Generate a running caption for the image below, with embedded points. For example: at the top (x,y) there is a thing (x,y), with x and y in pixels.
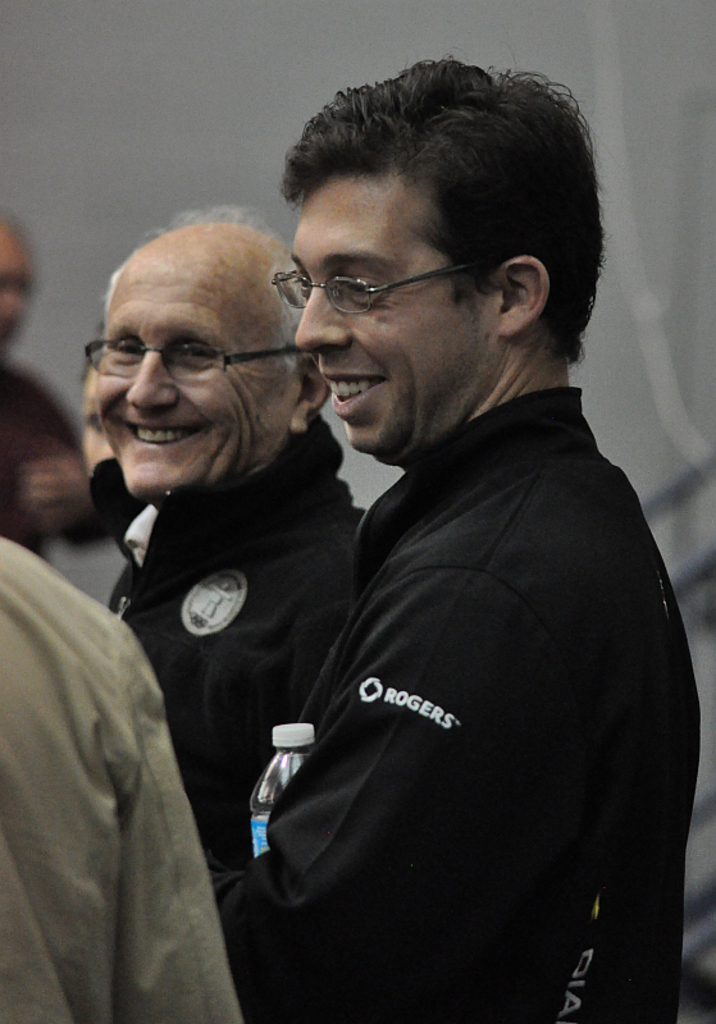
In this picture I can see two persons (379,524) in the middle (293,636). They are wearing black color coats (439,634) and spectacles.
